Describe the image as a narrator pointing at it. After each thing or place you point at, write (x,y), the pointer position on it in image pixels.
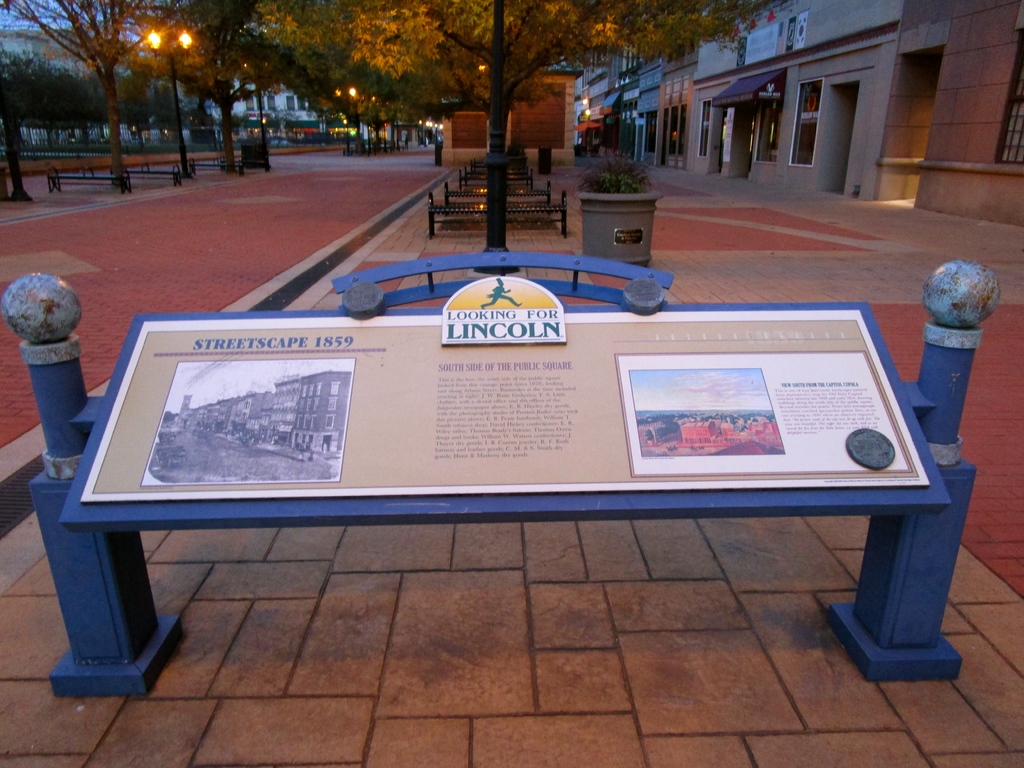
In this image, we can see a blue color board (912,533), on that there is a poster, in the background (466,210) we can see some benches (471,166) and poles (178,136), there are some trees (164,122), at the right side (803,133) there are some buildings (740,120).
